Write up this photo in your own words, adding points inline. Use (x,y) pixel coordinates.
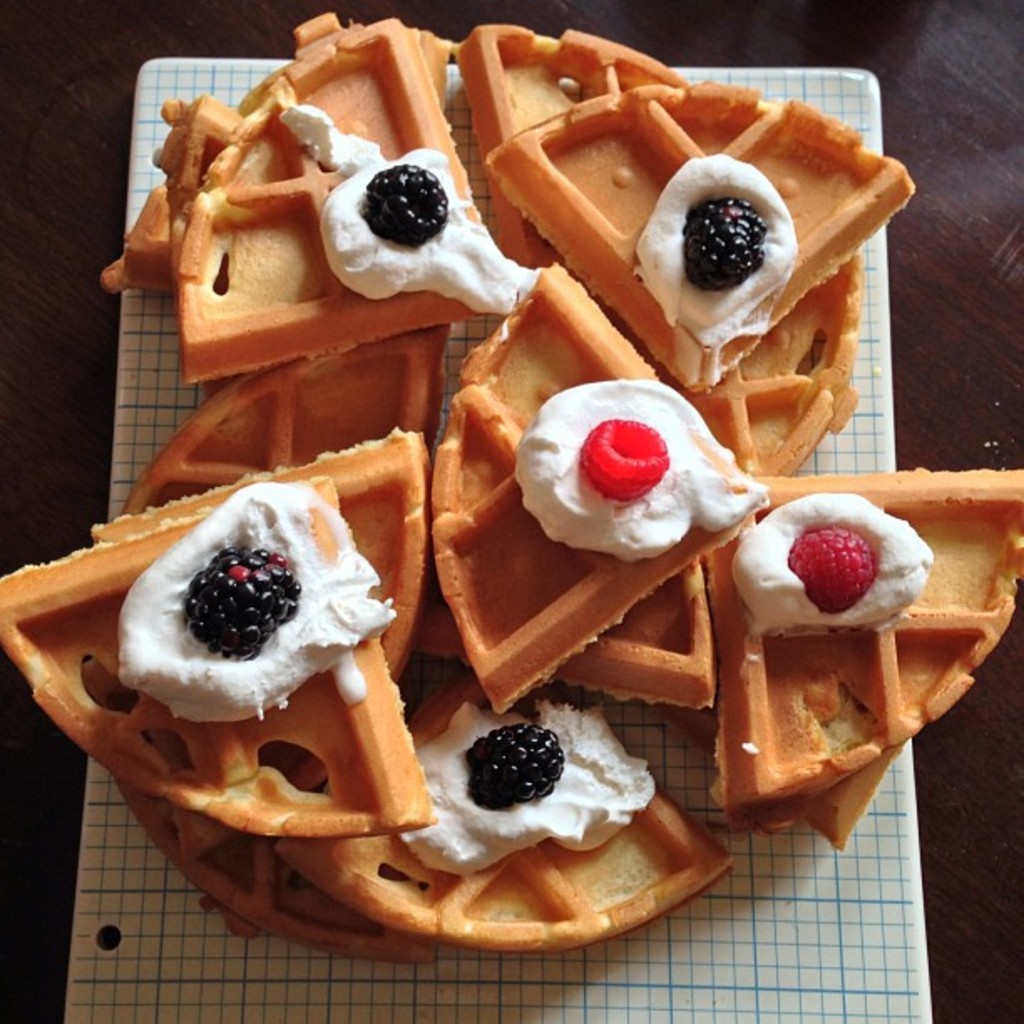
There are waffles (641,161) on which there is a cream and berry topping (697,268).
